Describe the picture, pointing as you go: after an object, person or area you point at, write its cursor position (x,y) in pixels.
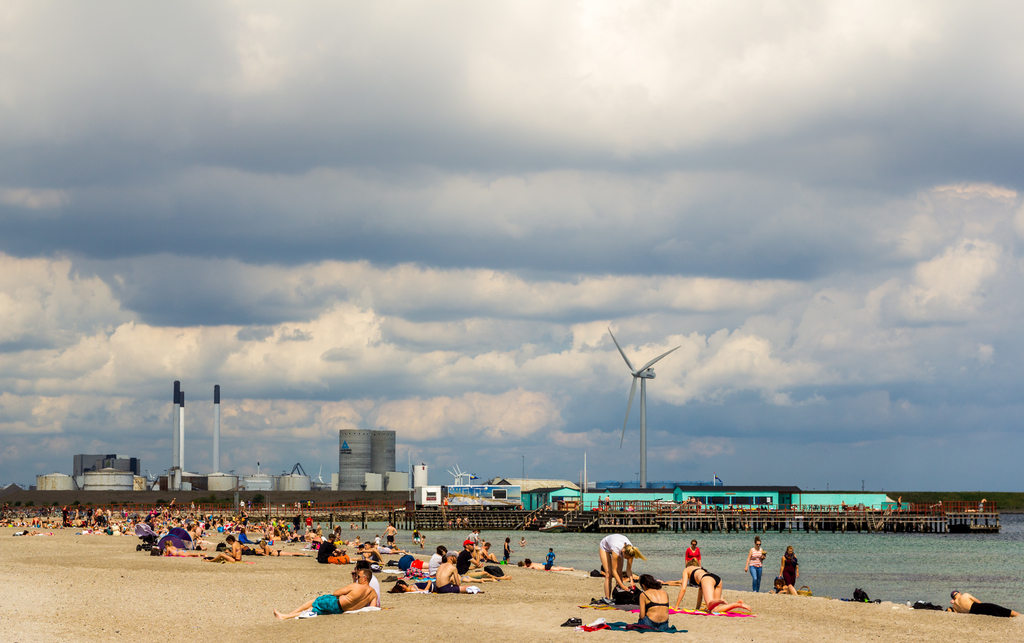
In this image I can see at the beach (173,608) and people (490,578) relaxing at the beach (73,570). I can see a port area (299,471), some buildings (586,500), chimneys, towers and a windmill (642,454). At the top of the image (446,200) I can see the sky (347,200).
